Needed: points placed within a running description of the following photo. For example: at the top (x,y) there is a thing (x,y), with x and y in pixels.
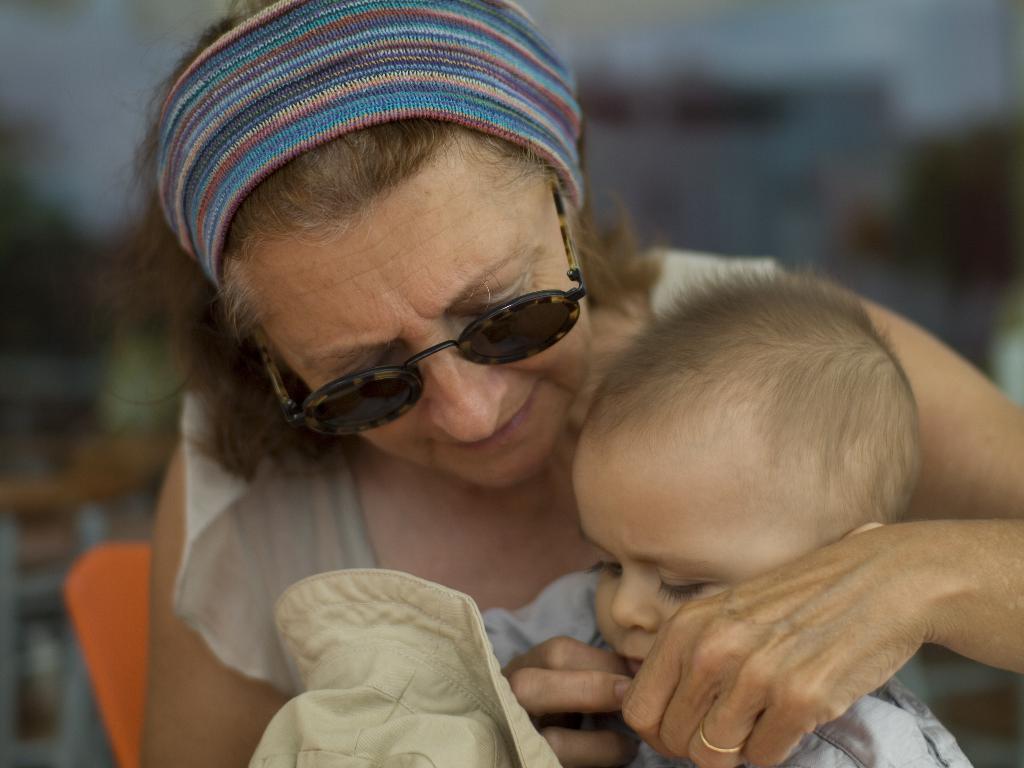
In the picture we can see a woman (422,336) wearing headband (256,137), goggles (446,344) holding a kid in her hands (652,663) who is holding hat (429,696).
